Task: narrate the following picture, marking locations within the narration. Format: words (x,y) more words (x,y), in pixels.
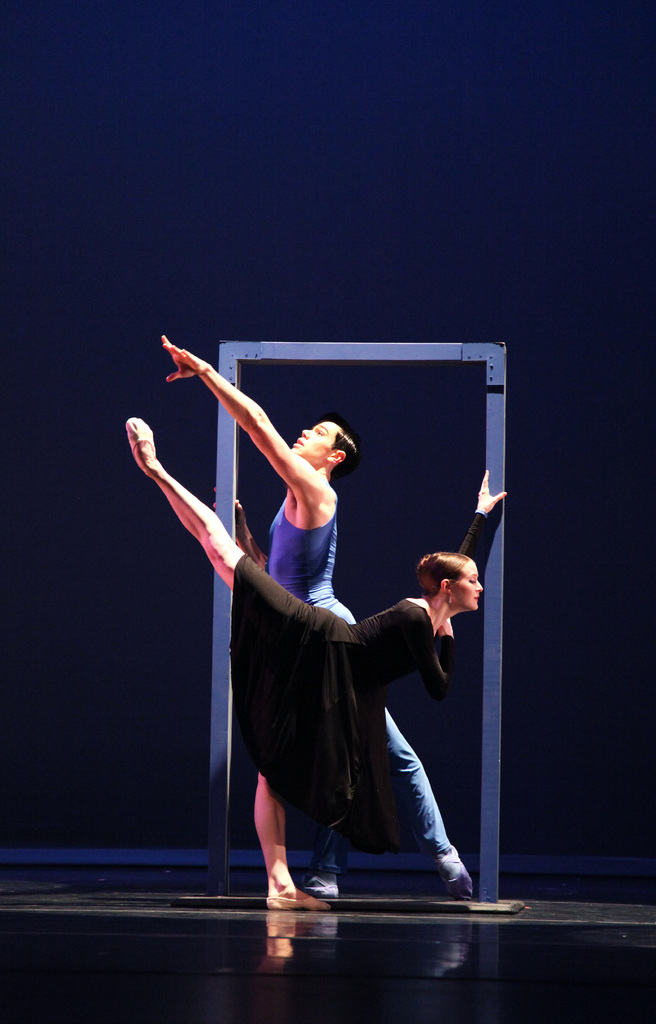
In this image we can see there are two people (412,653) holding a prop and dancing, the background (455,223) is dark.
